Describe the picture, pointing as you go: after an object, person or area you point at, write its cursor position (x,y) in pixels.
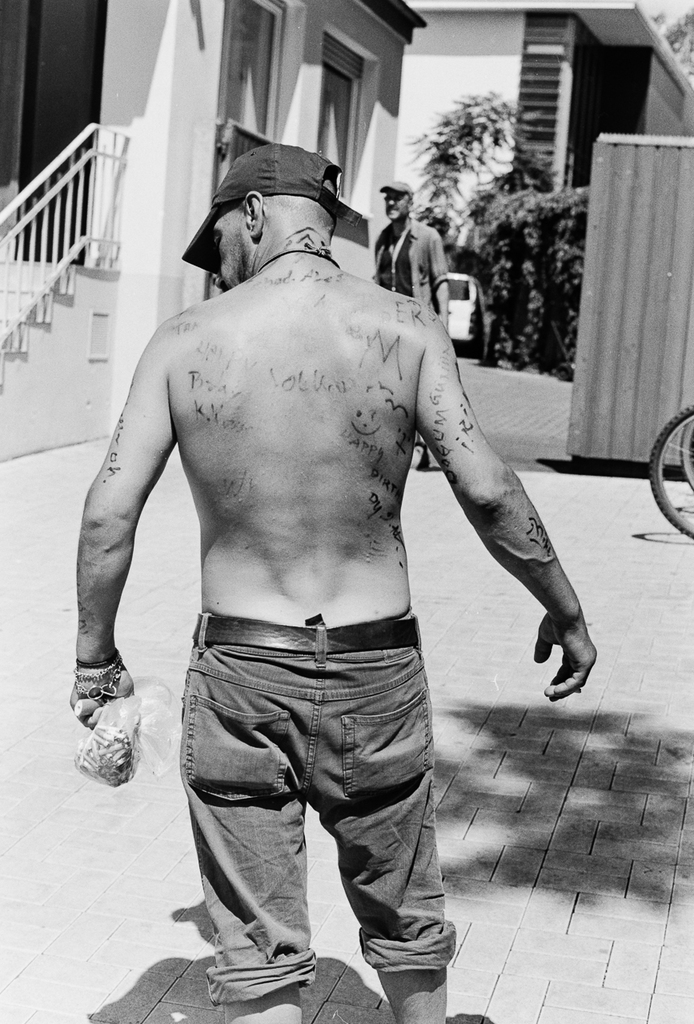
This is a black and white image. There are a few people (375,281). We can see the ground (468,736) with some objects (662,416). We can see some stairs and the railing (6,334). We can also see some houses (183,22) and plants (528,344). We can also see some objects (604,261) on the right (680,250).
